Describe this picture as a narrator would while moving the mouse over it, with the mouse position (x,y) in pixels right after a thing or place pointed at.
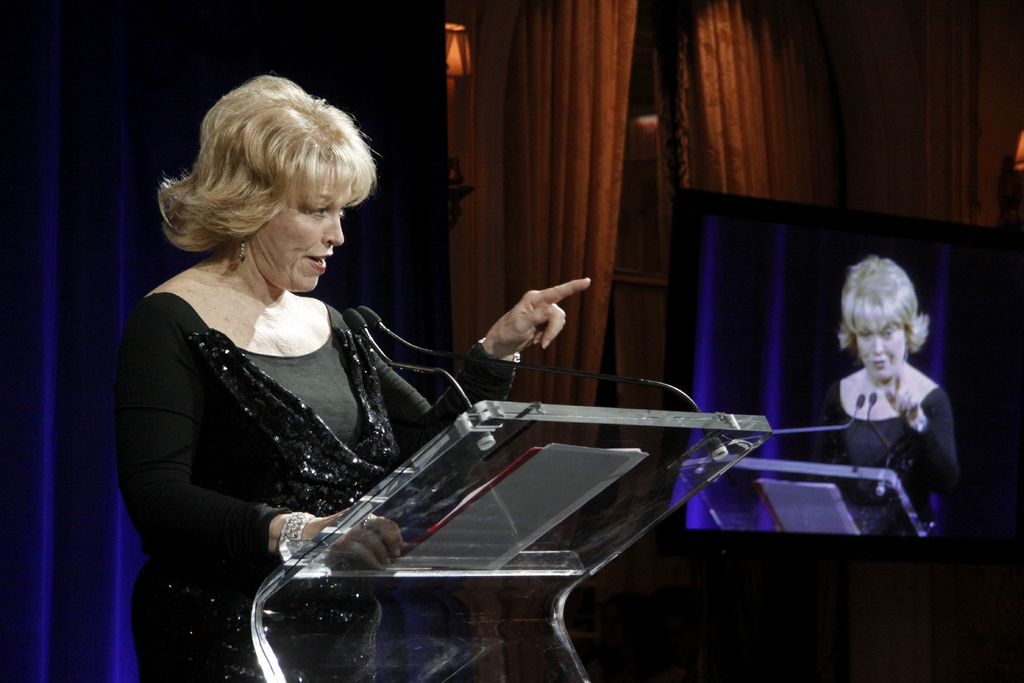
The woman (233,439) wearing black dress (225,511) is standing and speaking in front of a mic (377,327) and there is a television (857,292) which shows a picture (909,384) on it in the right corner (865,398).
